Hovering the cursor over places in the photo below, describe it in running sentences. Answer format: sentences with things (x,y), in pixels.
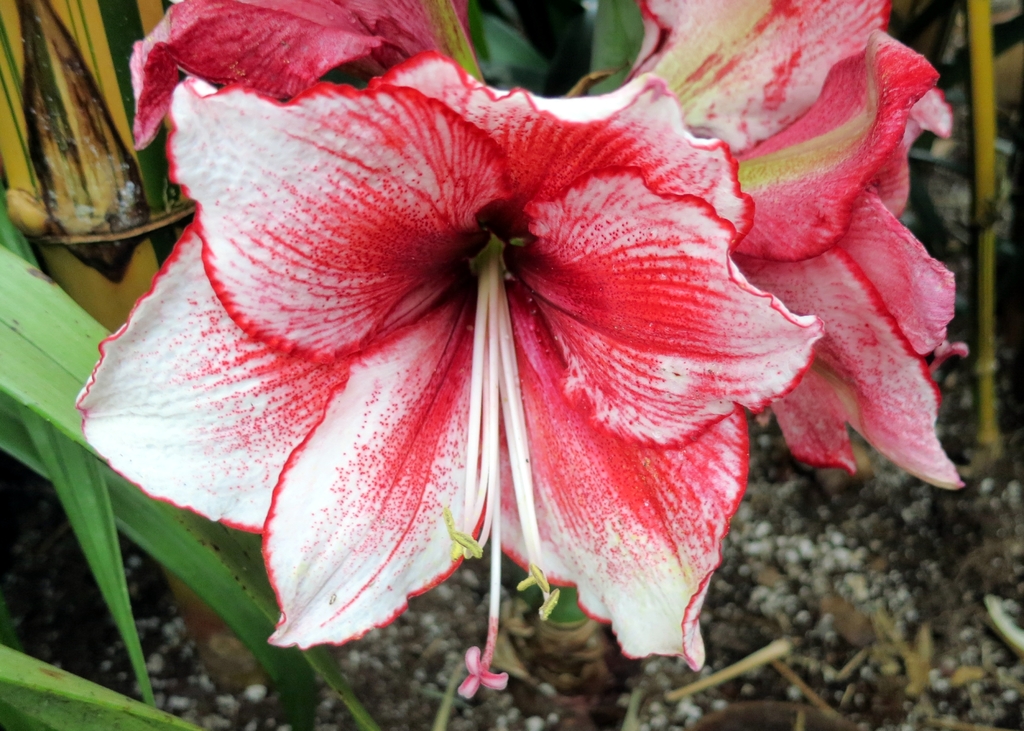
This is a picture of a plant (420,121). In the center of the picture (541,343) there are flowers (563,305). At the bottom (355,692) there is soil (841,567).
